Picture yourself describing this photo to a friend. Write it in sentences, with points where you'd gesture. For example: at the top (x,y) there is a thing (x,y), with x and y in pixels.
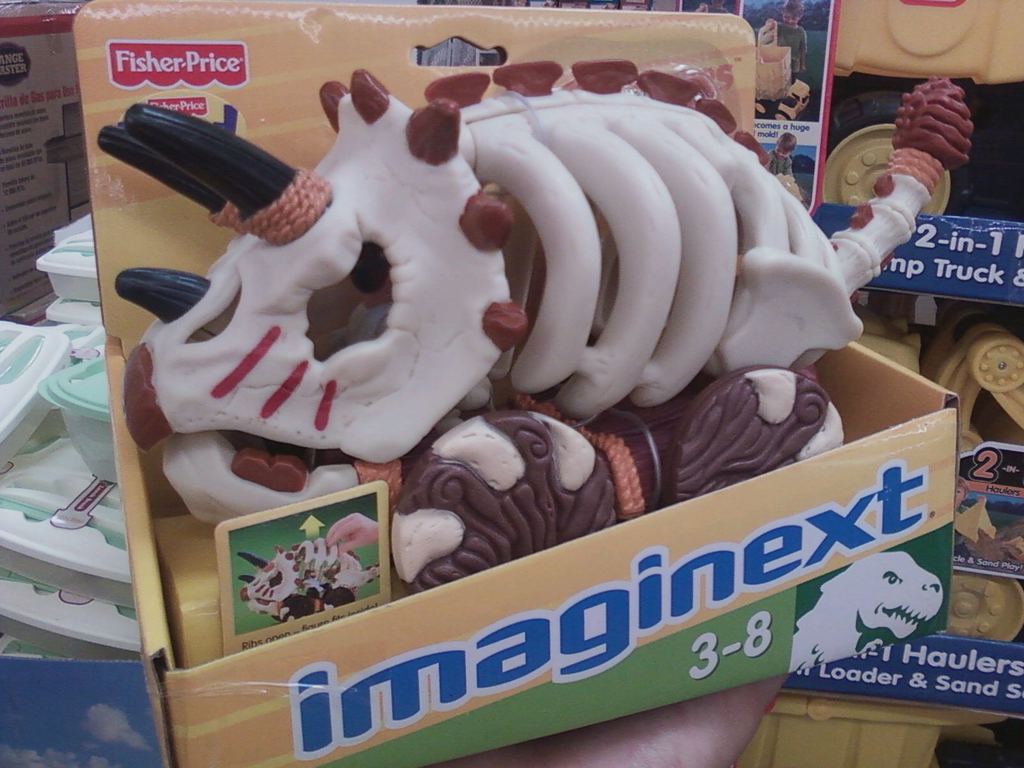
Here I can see a person's hand (693,729) holding a card box (358,633) which consists of toys (320,261). In the background (806,728) some other boxes (936,688) and toys (975,365) are placed.
